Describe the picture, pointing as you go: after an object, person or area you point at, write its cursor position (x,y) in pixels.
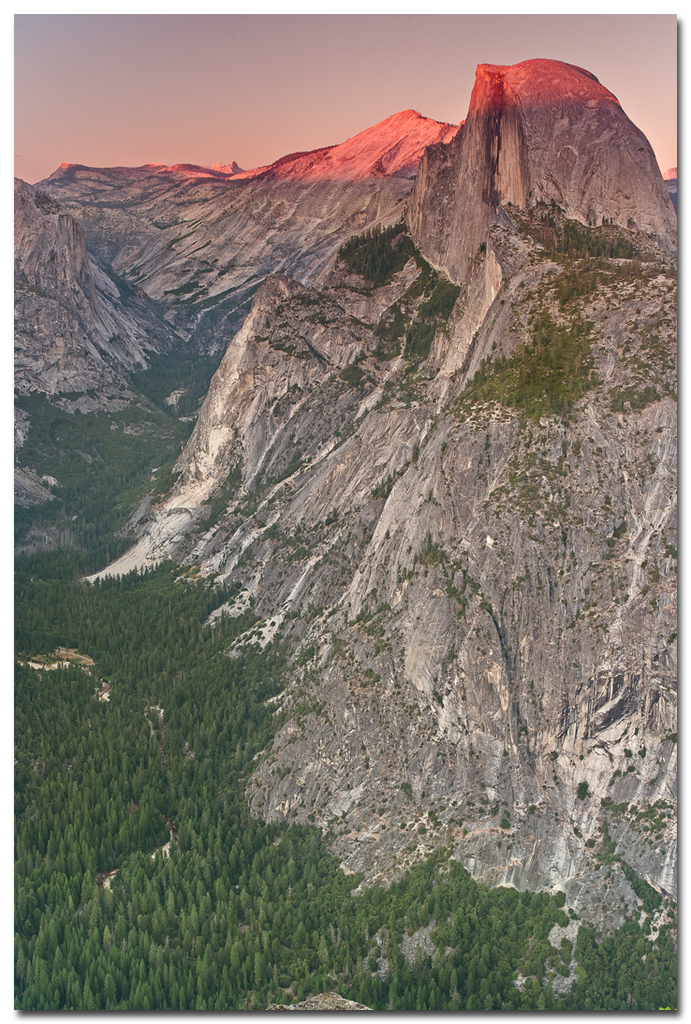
In this picture I can see hills (366,275) and trees (46,777) and a clear sky (241,93).
